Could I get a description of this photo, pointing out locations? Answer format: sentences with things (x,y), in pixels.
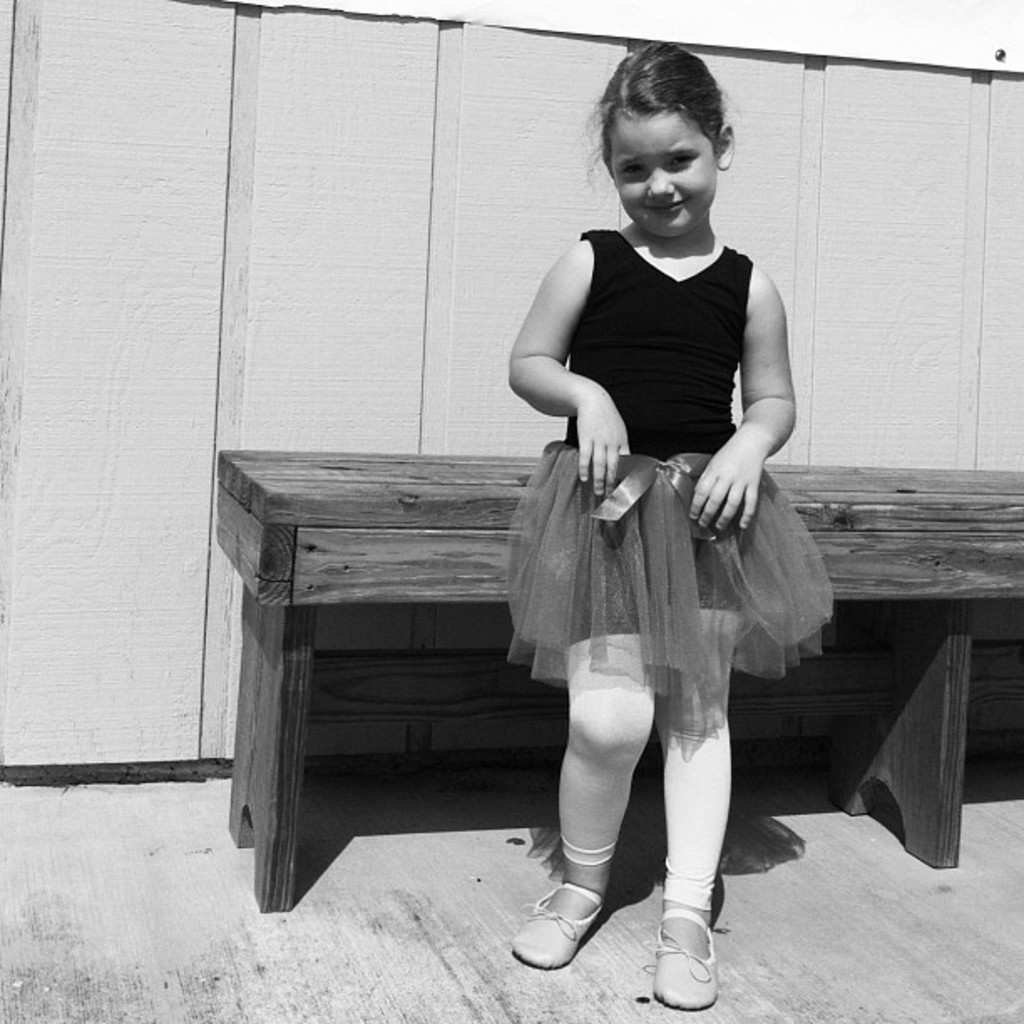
In this image there is a girl (610,119) standing beside a wooden bench (940,528) and a wooden fence (365,402).
